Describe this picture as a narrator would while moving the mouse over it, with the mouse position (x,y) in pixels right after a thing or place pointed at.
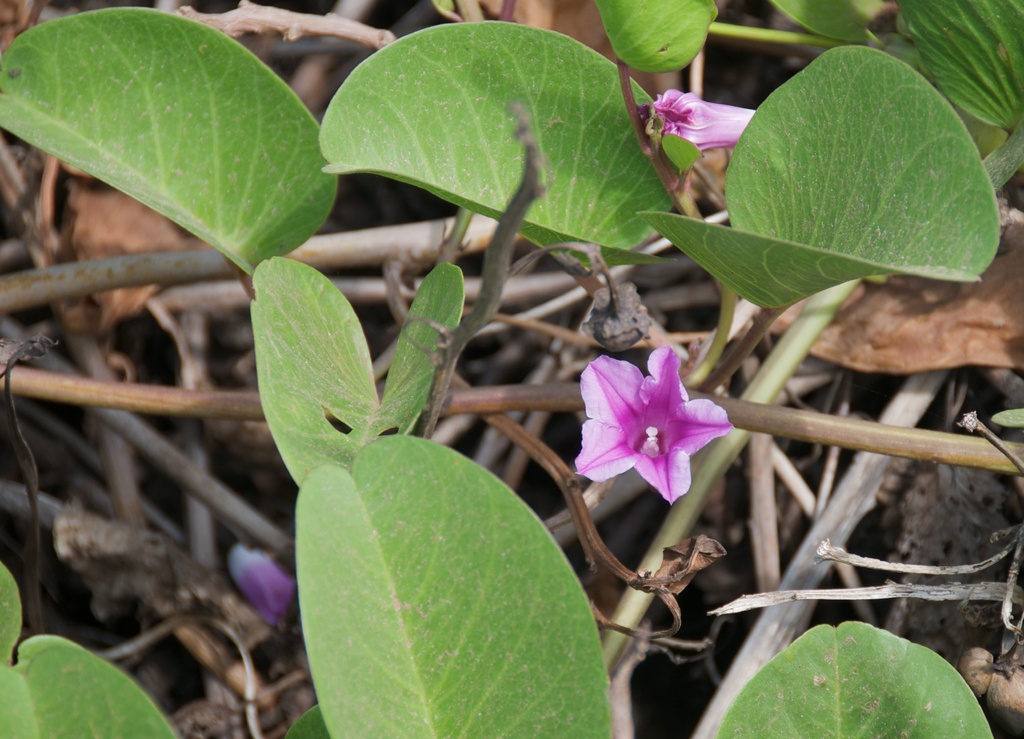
In this image we can see pink color flowers (669,351), leaves (684,156) and stems (732,452).
